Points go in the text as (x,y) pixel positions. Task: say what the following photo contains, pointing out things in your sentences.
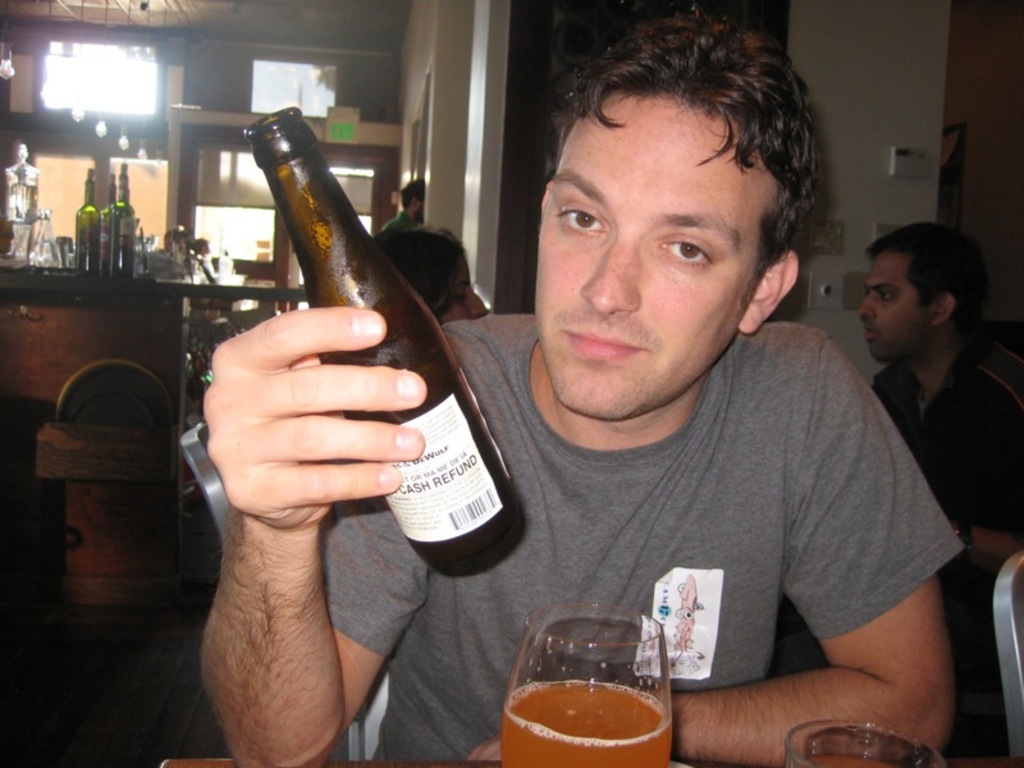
In the picture i could see person (610,412) holding a bottle (441,467) in his hand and drink glass (580,685) in front of him. In the background (923,295) there are few persons (410,213) and i could see some bottles (91,235) kept on the counter top (209,289).
